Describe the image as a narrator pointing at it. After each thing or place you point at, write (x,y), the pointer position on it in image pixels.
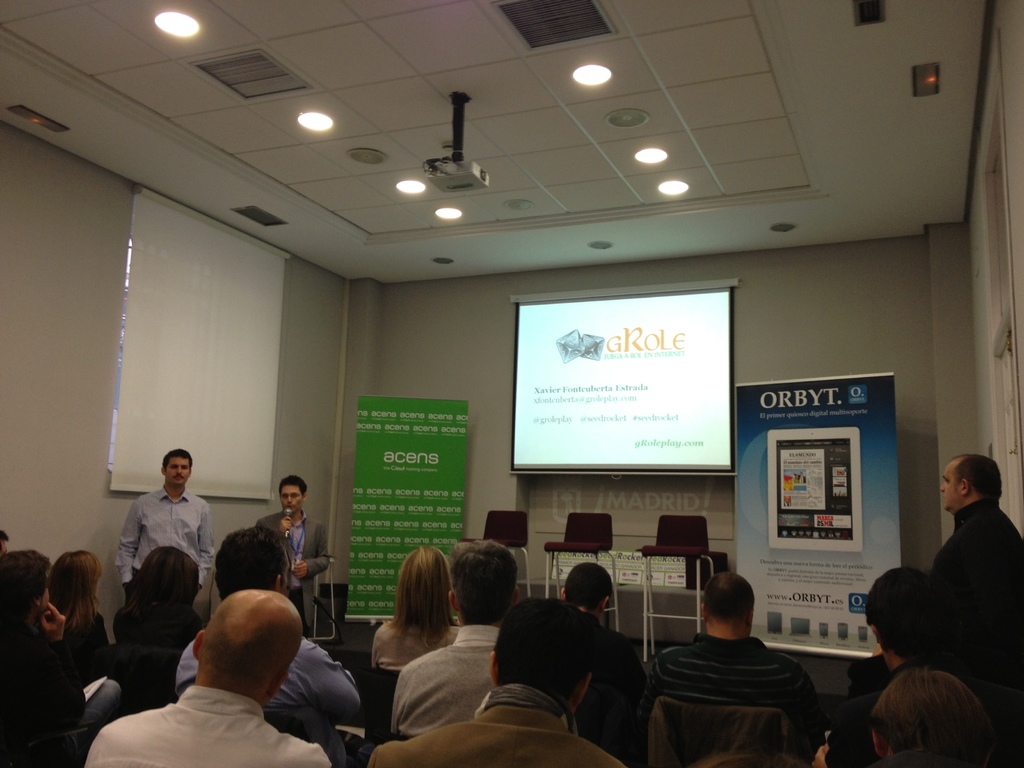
This picture describes about group of people (545,689), few are seated on the chairs (372,673) and few are standing, and we can see a man (295,517) is speaking with the help of microphone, in the background (702,388) we can find few hoardings (369,481), projector screen (682,341), window blind (246,357) and few lights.
